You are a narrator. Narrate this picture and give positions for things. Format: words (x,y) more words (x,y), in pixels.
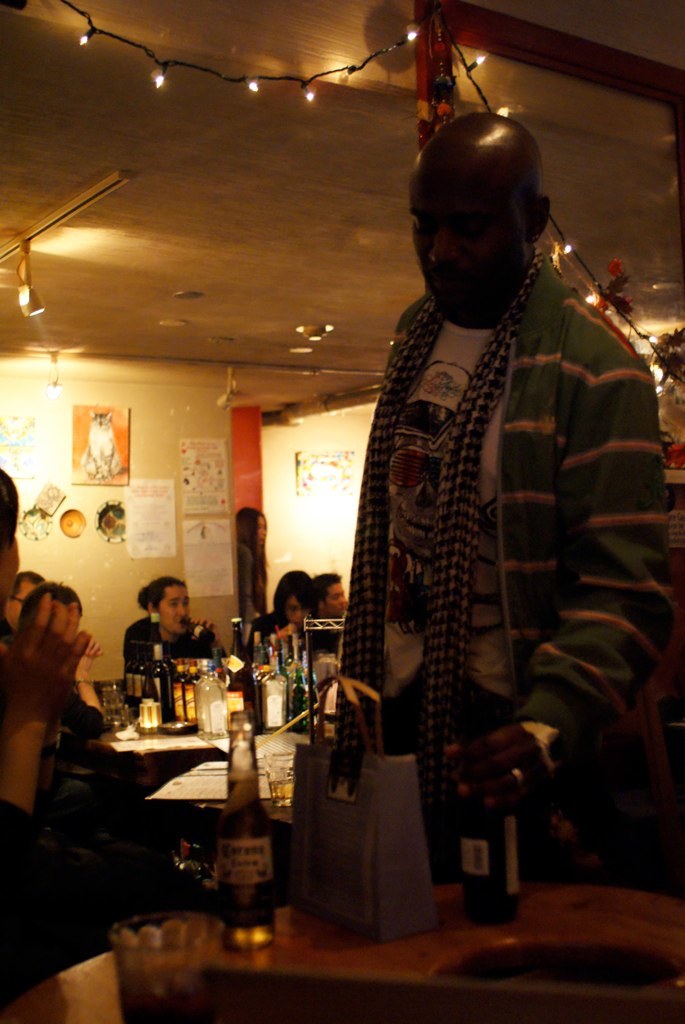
This picture is clicked inside the room (675,163). In front of the picture, we see man (628,458) in green jacket (584,434) is holding glass bottle (490,826) in his hand (497,778) which is placed on the table (677,952). Even we see a violet bag (366,810) is on the table (382,945) and behind him, we see a table (163,733) on which many glass bottles (199,673) are placed and behind the table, we see many people (160,618) sitting and behind them, we see white wall (146,438) on which many papers (164,501) are pasted.
